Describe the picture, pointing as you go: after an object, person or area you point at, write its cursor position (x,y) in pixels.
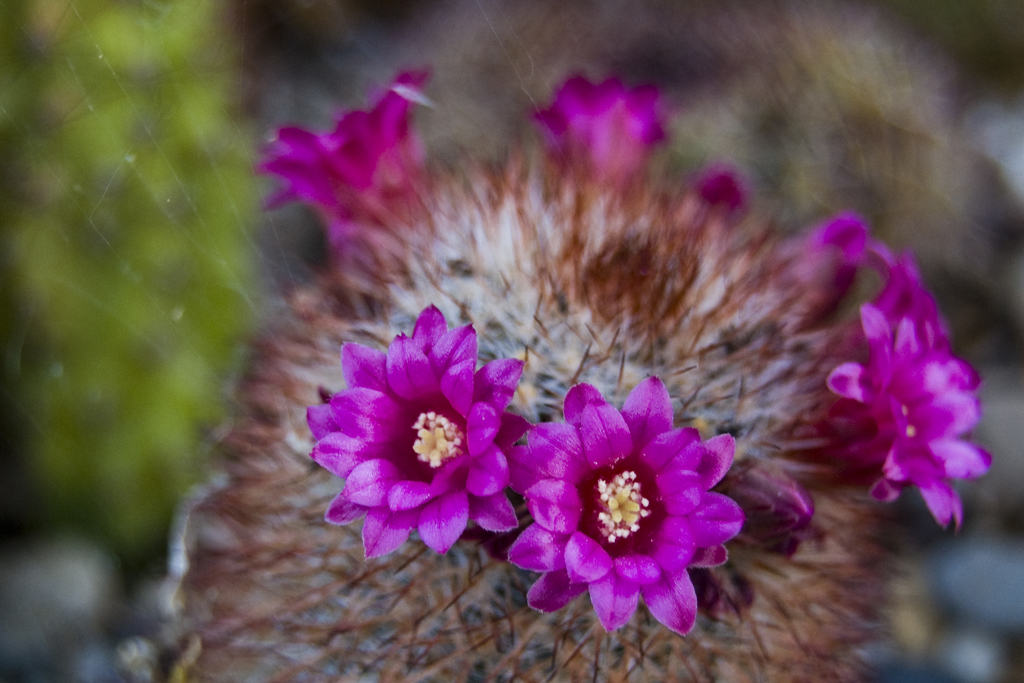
In this image there are pink flowers (856,372) and the background (945,85) image is blur.
